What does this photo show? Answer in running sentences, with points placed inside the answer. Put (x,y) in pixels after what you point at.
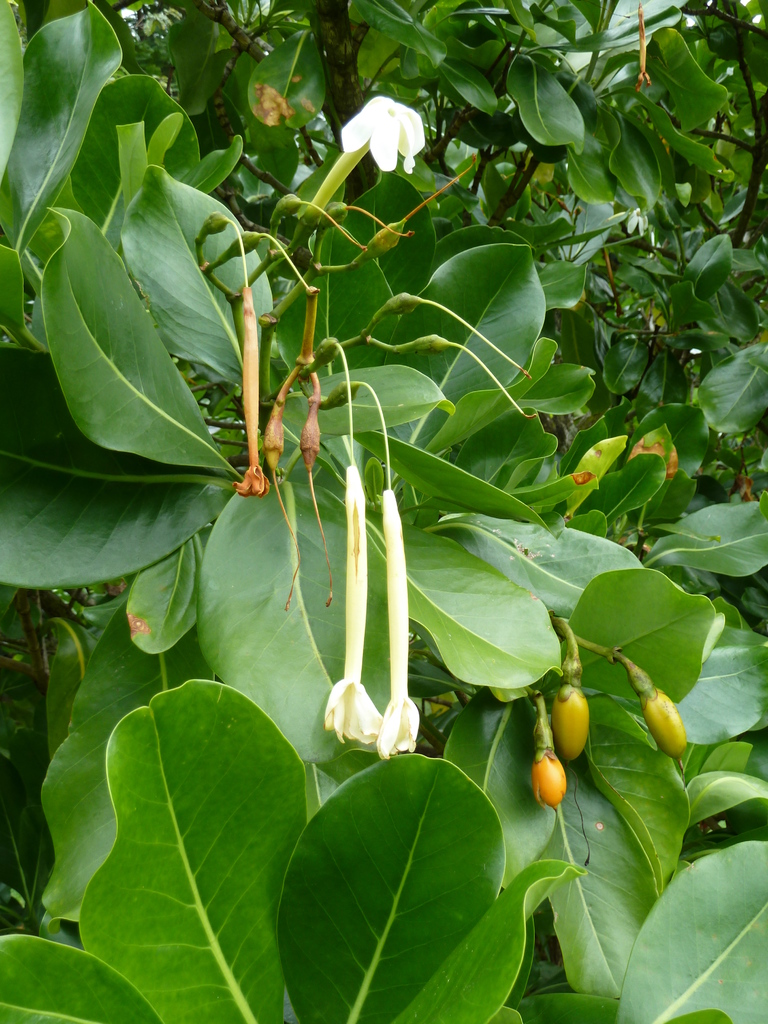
In this image, we can see branches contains leaves (286,845), flowers (399,629) and buds (584,739).
